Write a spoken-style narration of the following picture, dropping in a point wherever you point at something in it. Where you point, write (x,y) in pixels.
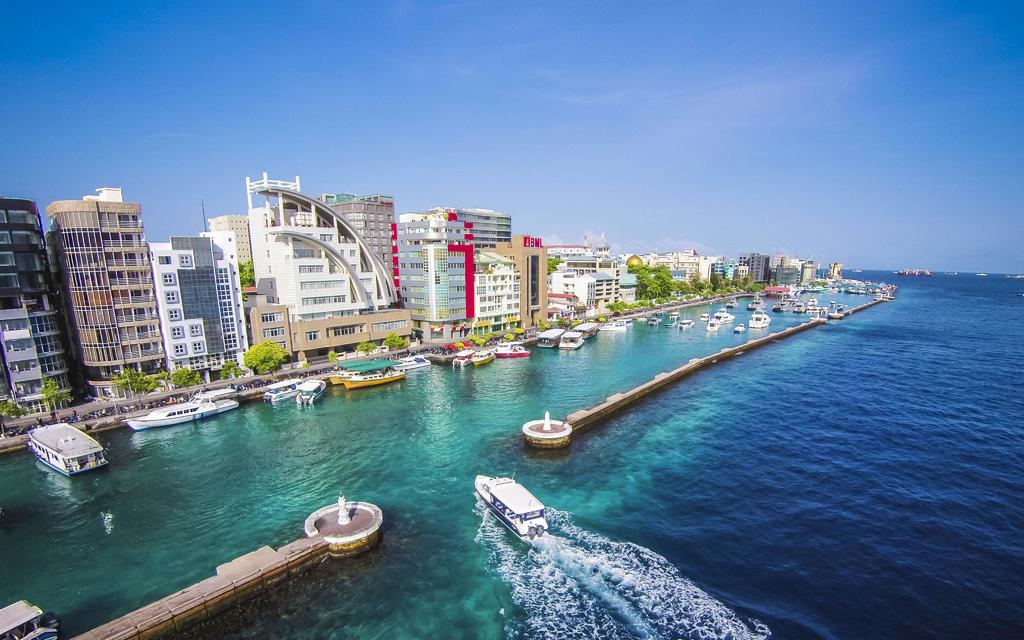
This image consists of many buildings (287,314) along with plants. At the bottom (416,503), there is water (494,535). And we can see many boats (505,518). At the top (856,171), there is sky (964,187).
